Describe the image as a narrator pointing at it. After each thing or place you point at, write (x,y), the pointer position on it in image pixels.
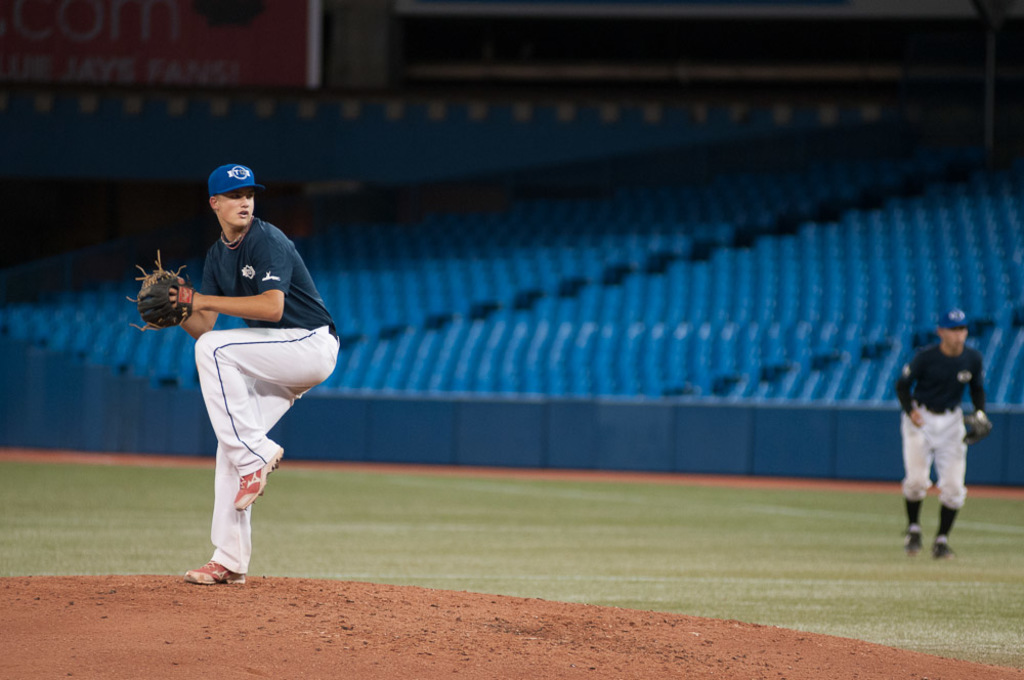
In this image there are two men (259,357) standing on the ground (344,492). They are wearing caps (231,175) and catcher gloves (181,296). There is grass (617,515) on the ground (757,520). Behind them there are seats (714,311). In the top left (155,50) there is text (86,30) on the board (188,61).
